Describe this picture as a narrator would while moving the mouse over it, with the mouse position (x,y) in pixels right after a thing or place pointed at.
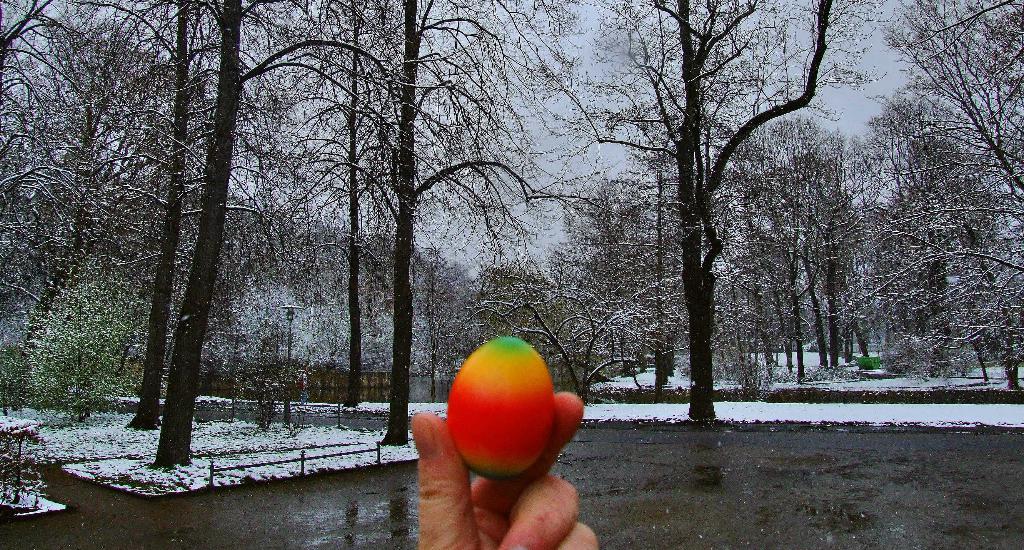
In this image, we can see a person's hand (516,477) holding an object (531,442). We can see the ground (609,464) with some objects (236,463). We can see some snow (218,449), a pole (287,402), trees (150,338), plants (92,344) and the wall (429,386). We can also see the sky (575,43).
